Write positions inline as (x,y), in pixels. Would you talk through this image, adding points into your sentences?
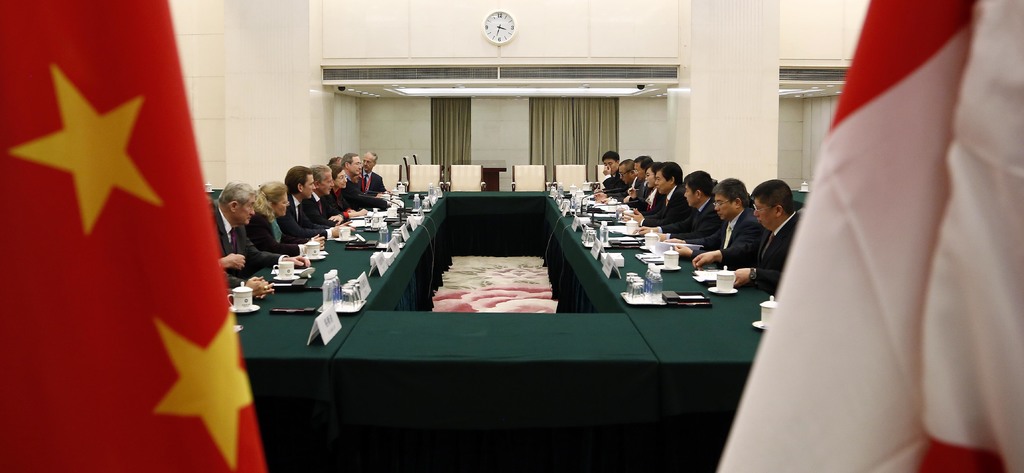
In this image we can see people (295,175) sitting. There are tables (494,205). On the table (281,295) there are name boards (610,261), cups (291,267), saucers (669,268), glasses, bottles (652,277) and many other items (354,227). On the sides there are flags (779,347). In the back (536,175) there are chairs (519,172), curtains (532,136), pillars (320,90) and wall (478,34) with clock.
